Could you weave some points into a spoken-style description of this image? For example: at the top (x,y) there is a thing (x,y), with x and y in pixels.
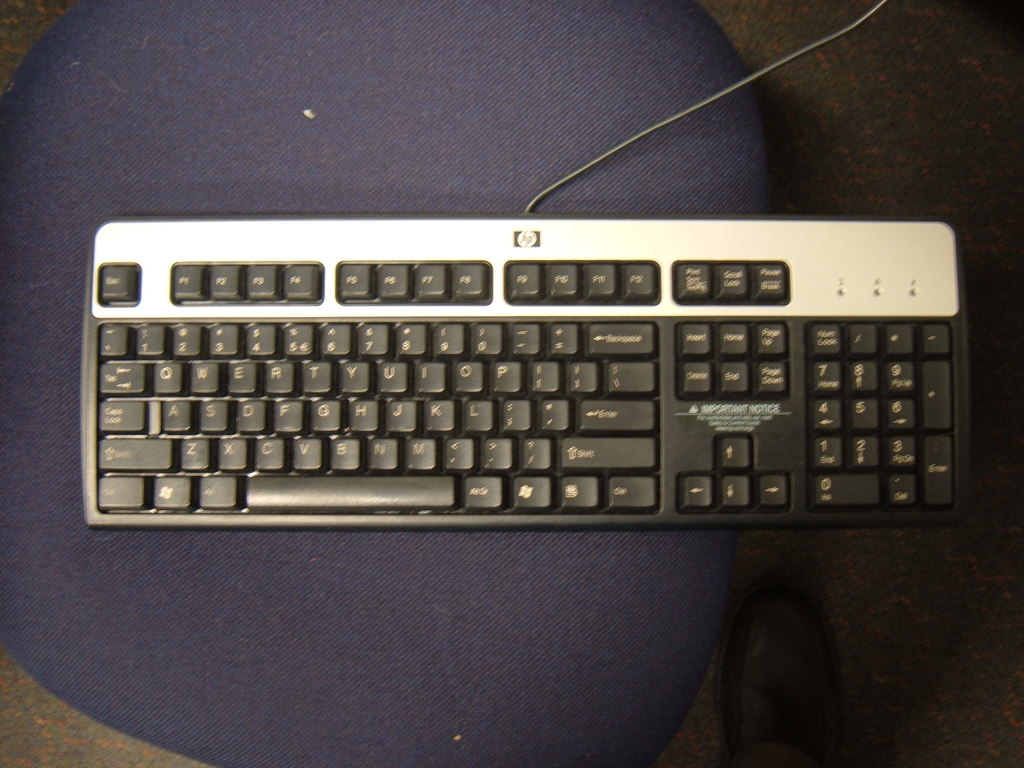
In this picture we can see a keyboard (929,505) placed on a blue surface (135,533). At the bottom portion of the image (827,726) we can see a black shoe (837,714).
